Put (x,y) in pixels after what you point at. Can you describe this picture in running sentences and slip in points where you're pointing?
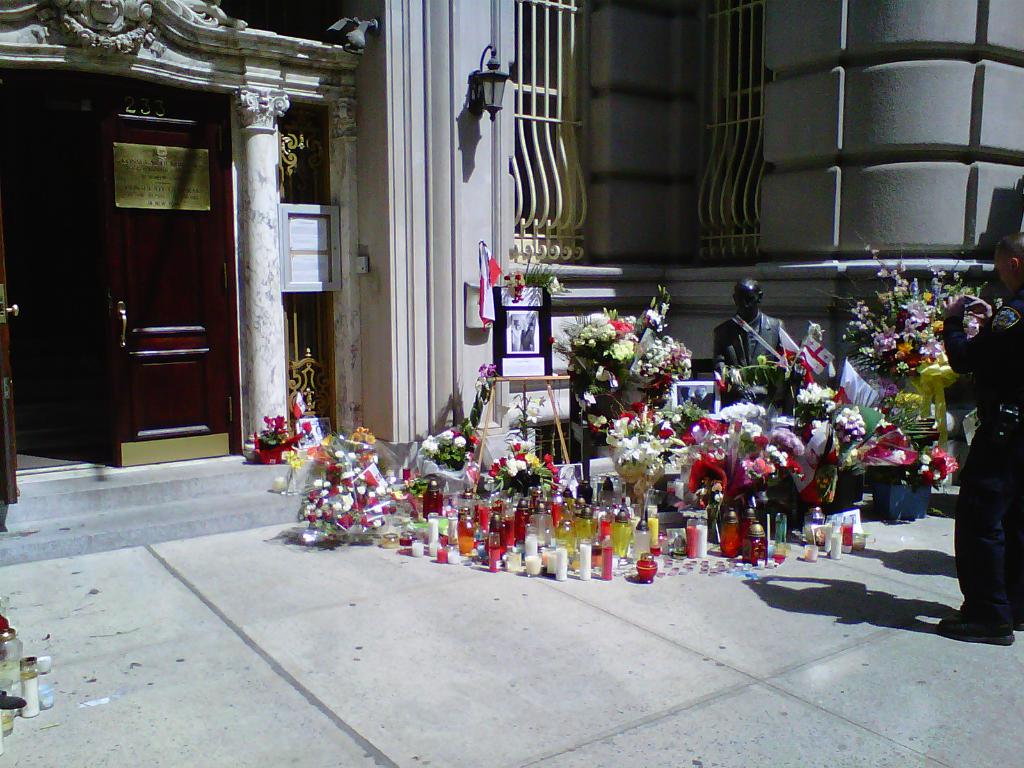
This image is taken outdoors. At the bottom of the image (308,641) there is a floor (384,620). On the right side of the image (750,411) there are many bouquets (587,360), flower vases (301,479) and picture frames (531,331). A man (1016,418) is standing on the floor (970,687) and there is a statue (776,358) of a man (742,336) and there are a few flags (816,348). In the background (510,202) there are a few walls (380,177), railings (305,355), a lamp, a board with text (127,169) on it, pillars (254,296) and sculptures (105,26) on it.
